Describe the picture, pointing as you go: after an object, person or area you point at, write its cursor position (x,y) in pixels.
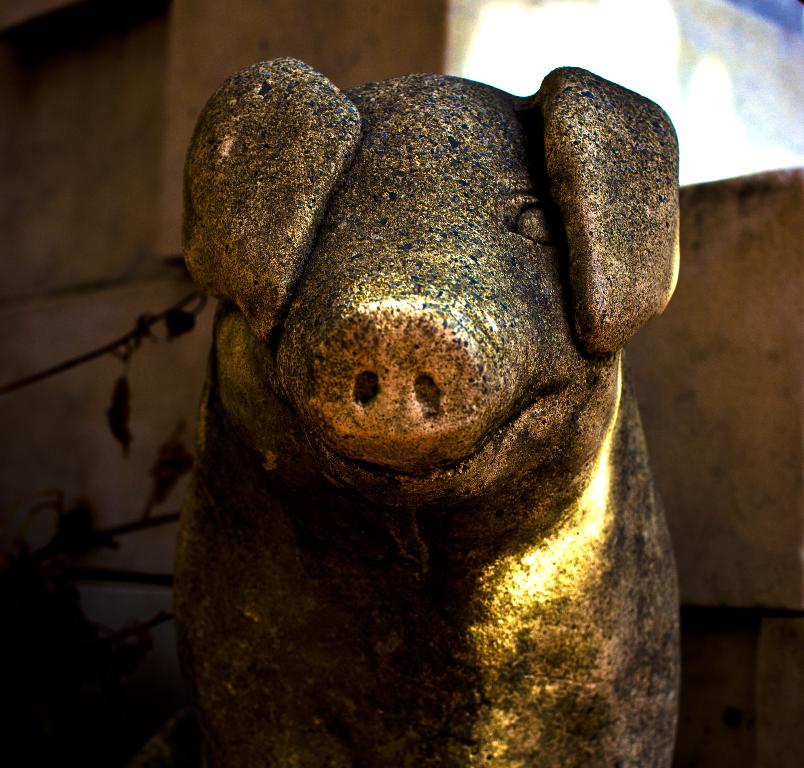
In the foreground of this image (546,559), there is a pig sculpture (504,306). Behind it, it seems like a wall (728,373) and few leaves (58,637) on the left (75,545).
